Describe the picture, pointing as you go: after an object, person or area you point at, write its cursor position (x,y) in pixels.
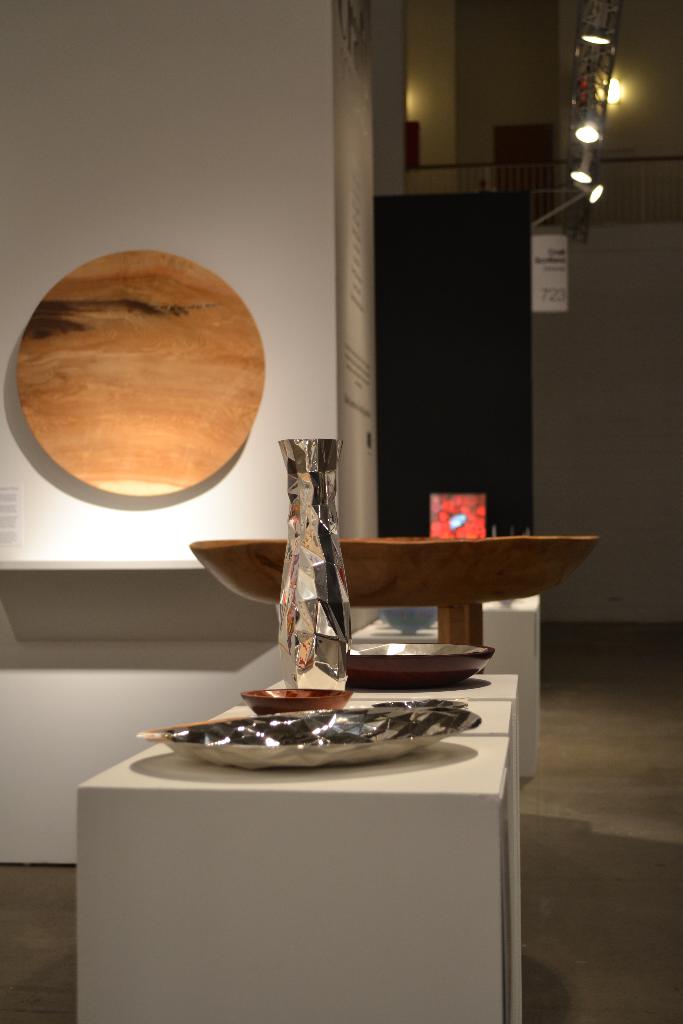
This picture is of inside the room (564,632). In the foreground (517,750) there is a table (363,971) on the top of which some show pieces (333,643) are placed. In the background (275,156) we can see a wall (312,174), door (509,357) and focusing lights (590,133).
